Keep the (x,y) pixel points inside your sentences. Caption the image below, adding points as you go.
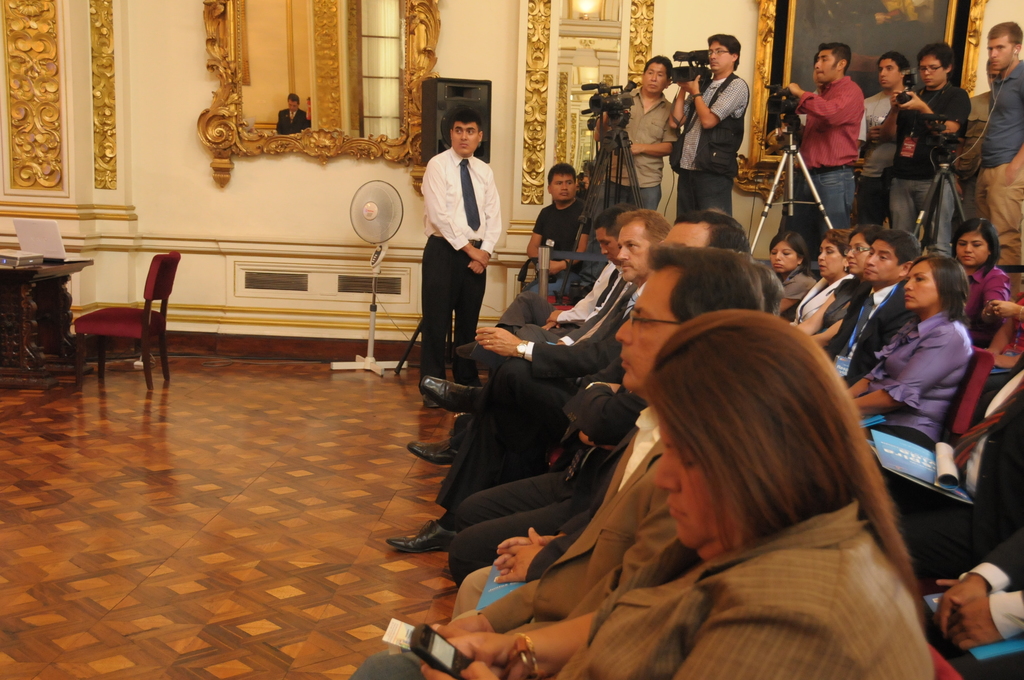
In this image I can see people (946,271) where few are standing and holding cameras (618,102) and rest all are sitting on chairs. I can also see a fan (364,211), a mirror (316,155), a chair (155,276), a table (30,273) and a laptop (36,237).
